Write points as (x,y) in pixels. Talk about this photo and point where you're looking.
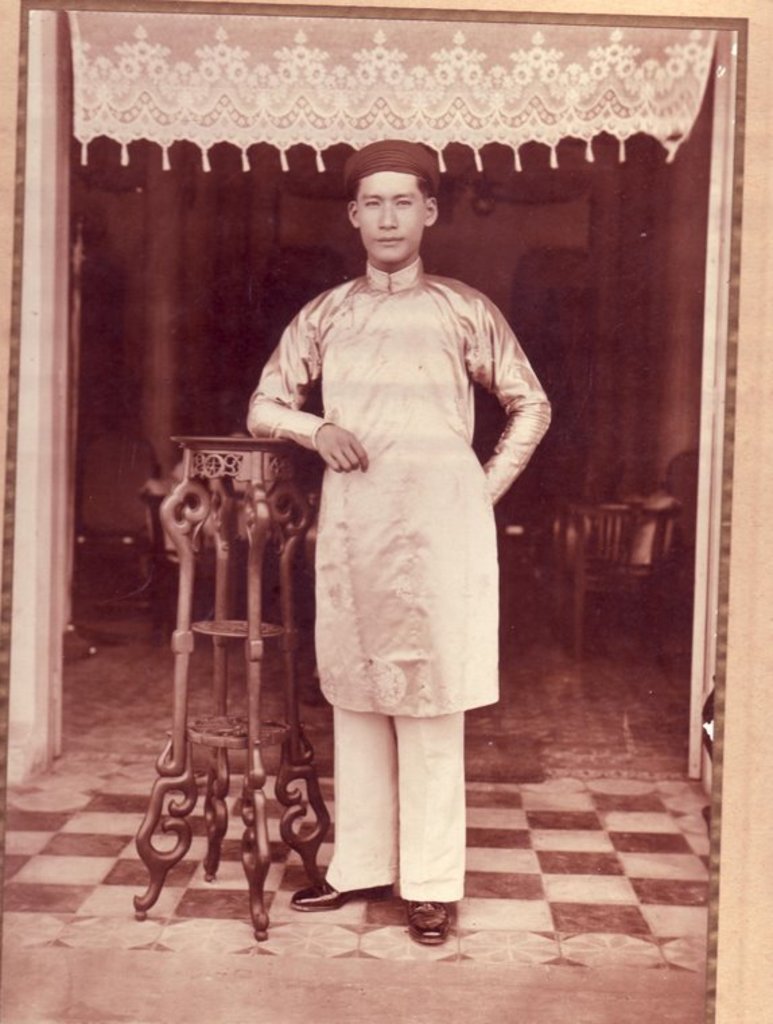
In this image I can see a man (384,325) who is standing in front (404,504) and I can see he is wearing a cap (405,153) and I see a stand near to him. In the background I can see a chair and on the top of this picture (289,141) I can see a cloth (419,99) on which there are designs (457,75).
